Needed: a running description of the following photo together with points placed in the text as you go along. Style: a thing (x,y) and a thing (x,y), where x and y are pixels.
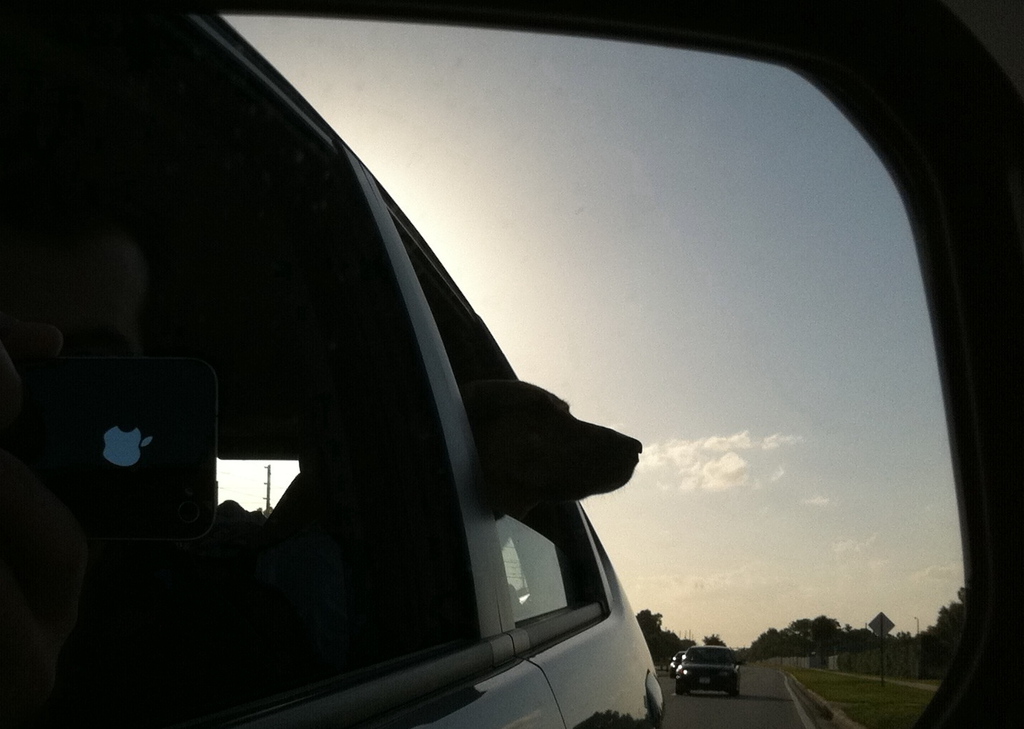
This picture consist of reflection (296,605). On the left (270,438) we can see dog (489,449) in the car (337,441) and we can see a person (52,325) holding a mobile phone (126,483) and sitting in the car (367,651). In the background (532,225) we can see the sky (706,608), trees (836,646), green grass (845,679), vehicles (731,672) running on the road (755,675) and some other items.
